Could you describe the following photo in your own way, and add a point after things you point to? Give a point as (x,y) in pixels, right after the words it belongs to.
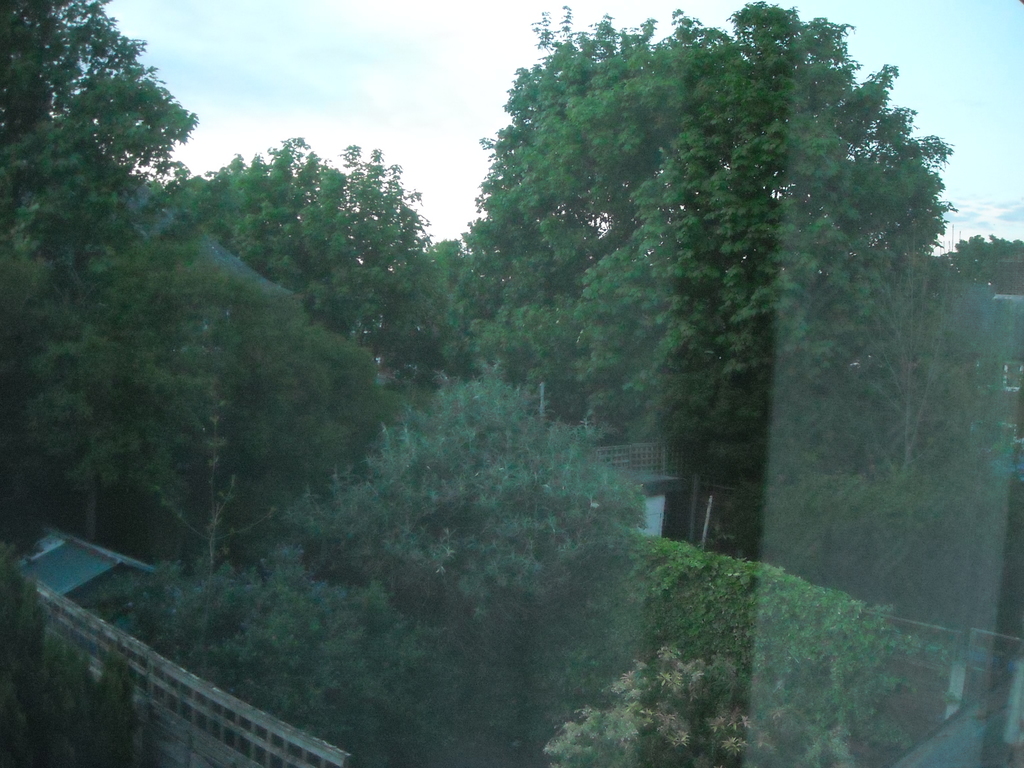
This picture is taken from the inside of the glass window (901,586). In this image, we can see some trees (236,365), plants (652,708), house (1001,277) and a wall (169,740). At the top (408,99), we can see a sky (415,115) which is a bit cloudy.
